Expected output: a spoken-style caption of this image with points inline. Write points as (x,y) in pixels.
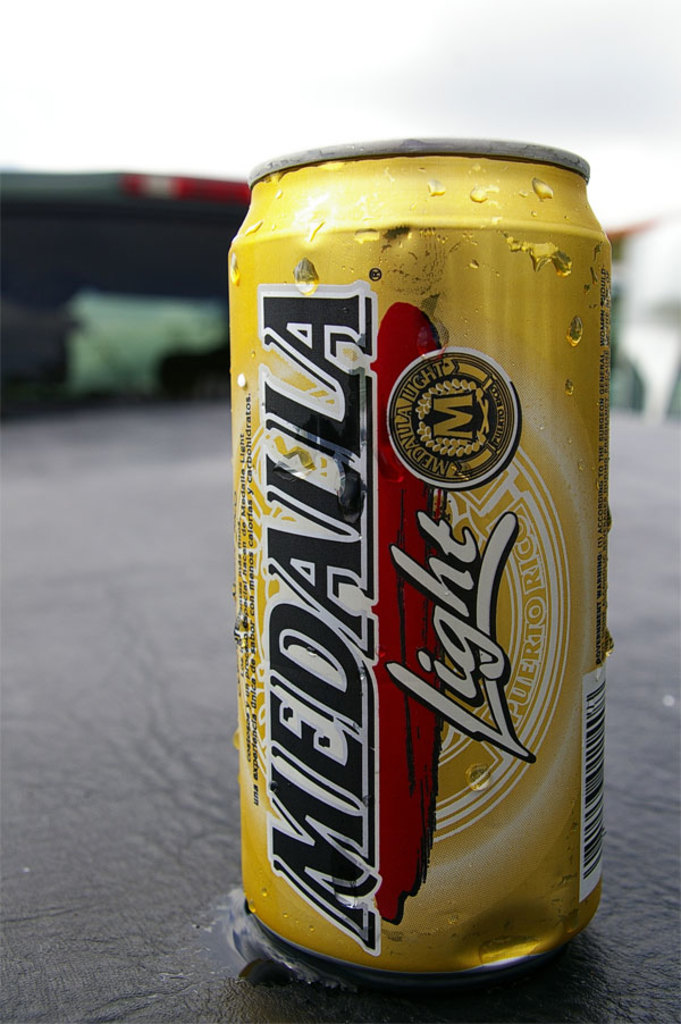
There is a golden color tin (542,223) on which, there are some texts (330,501), designs (446,508) and barcode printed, on the table (412,1006). And the background (45,263) is blurred.
